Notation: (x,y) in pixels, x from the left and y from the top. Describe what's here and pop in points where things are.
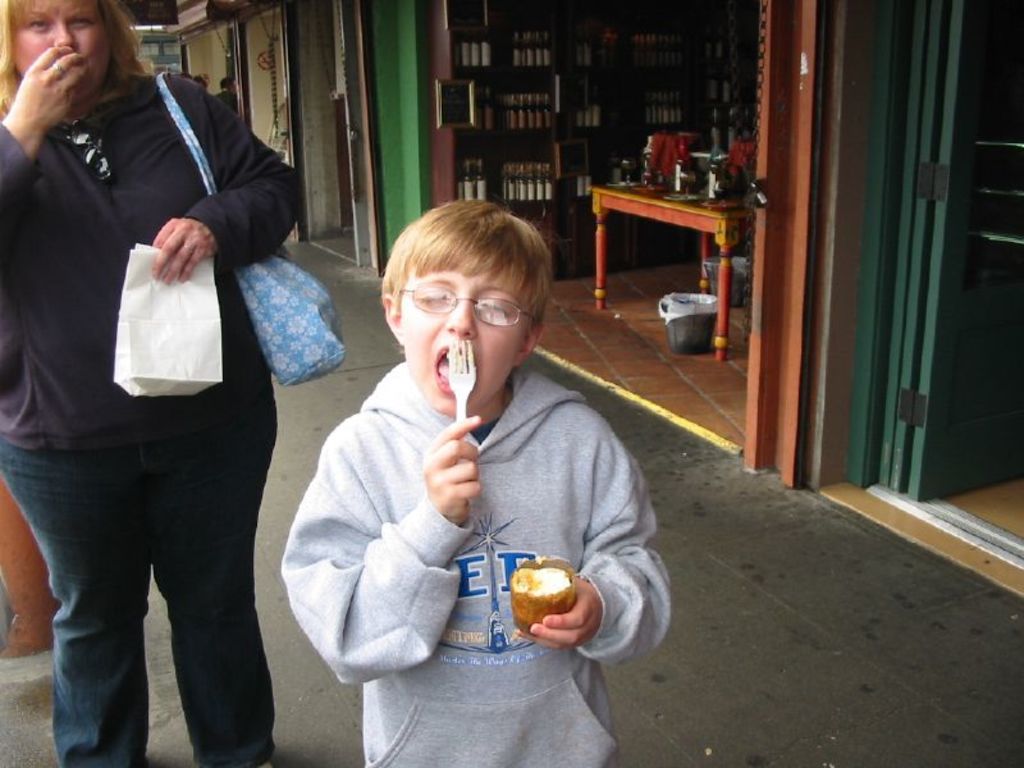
In the center of the image (439,405) we can see a boy (437,429) wearing the glasses (414,300) and holding the food (543,603) and also having with a fork (458,415). On the left (57,185) there is a woman (186,215) wearing the bag (191,133) and holding the paper cover (160,319). We can also see a table (648,199) with some objects (679,154). There is also a bin (689,326) on the floor (648,321). We can also see the door (895,151), bottles (537,125) arranged on the racks (557,97). Path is also visible.
